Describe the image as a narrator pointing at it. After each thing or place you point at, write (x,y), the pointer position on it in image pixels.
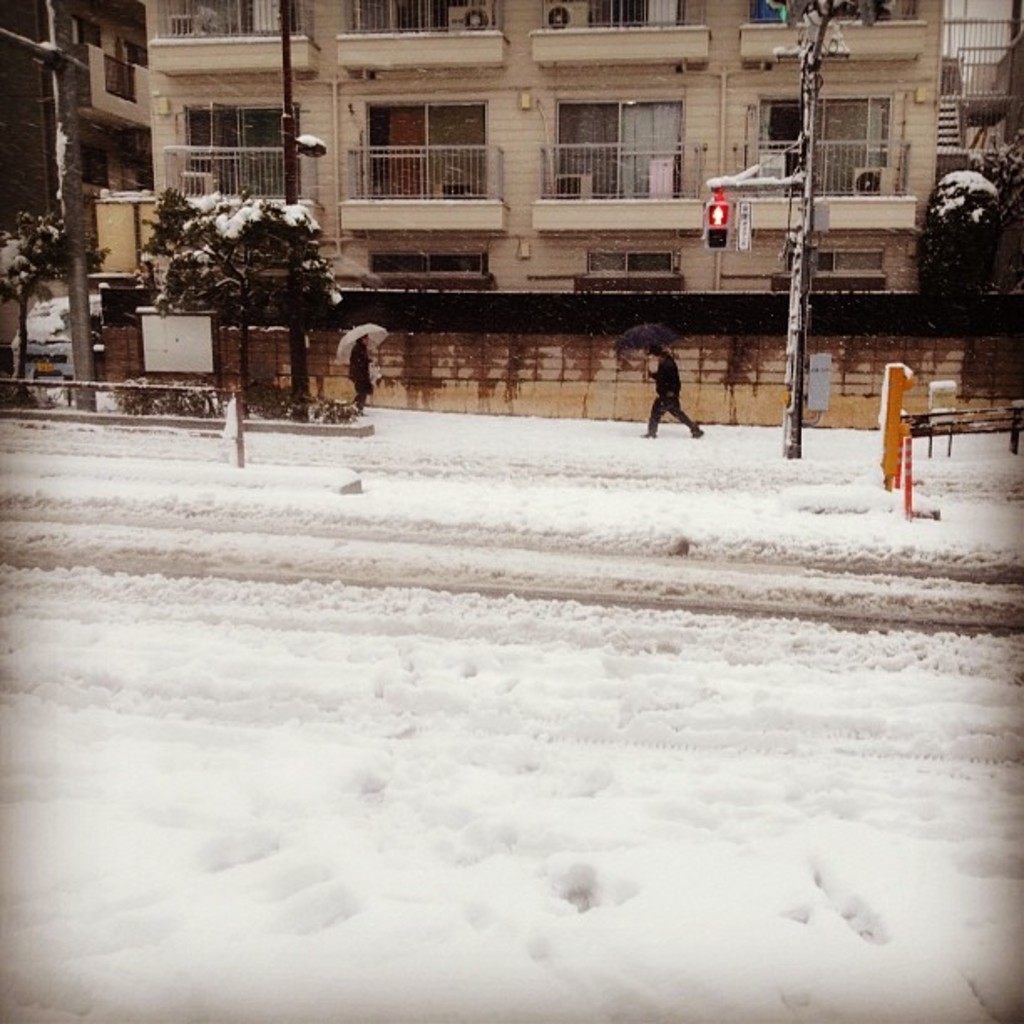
In this image, we can see buildings (451,199), trees (315,282), poles (300,281) and at the bottom (508,720), we can see people (668,372) holding umbrellas (636,340) and walking on the snow (578,647).
